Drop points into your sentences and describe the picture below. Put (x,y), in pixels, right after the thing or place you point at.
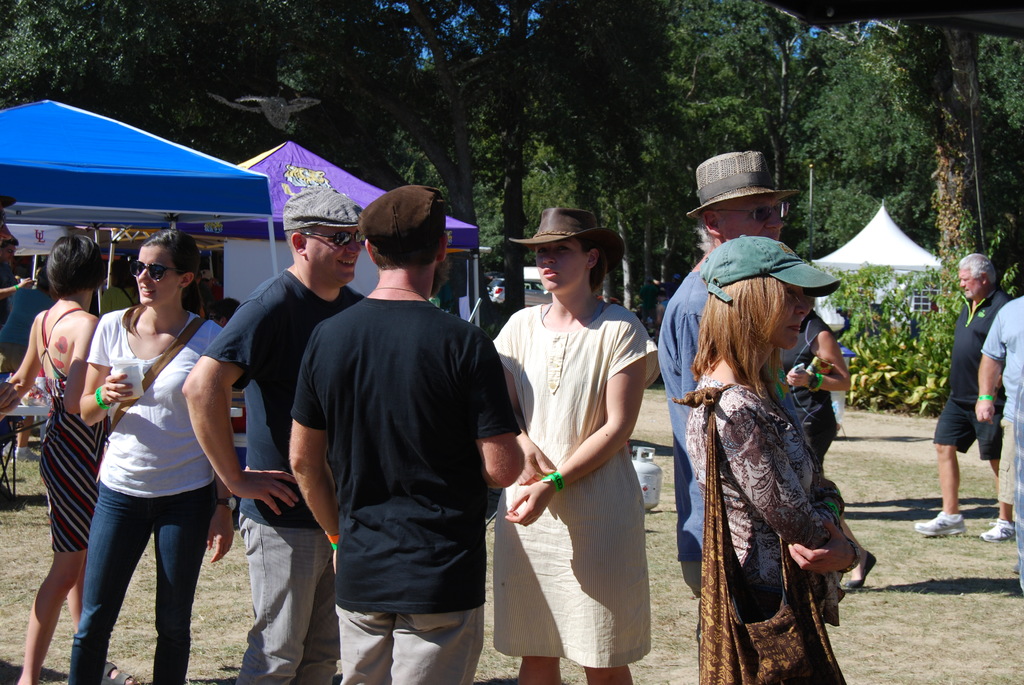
2 Men (401,465) are standing and speaking, they wore t-shirts (359,471). In the right side (706,346) a beautiful girl (576,457) is standing, she wore a hat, the left side (204,173) there are tents (92,128). In the long back side there are trees (468,161).
